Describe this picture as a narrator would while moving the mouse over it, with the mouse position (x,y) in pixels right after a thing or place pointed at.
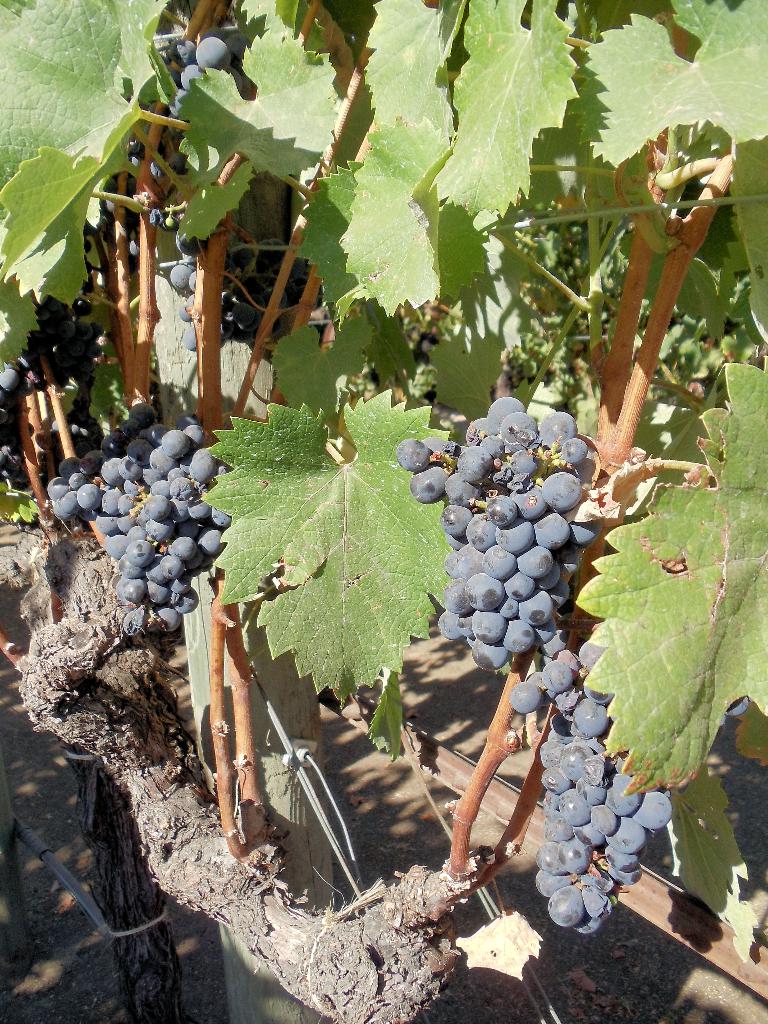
In the image I can see a plant (310,621) to which there are some grape fruits (660,806) and leaves (373,482).
